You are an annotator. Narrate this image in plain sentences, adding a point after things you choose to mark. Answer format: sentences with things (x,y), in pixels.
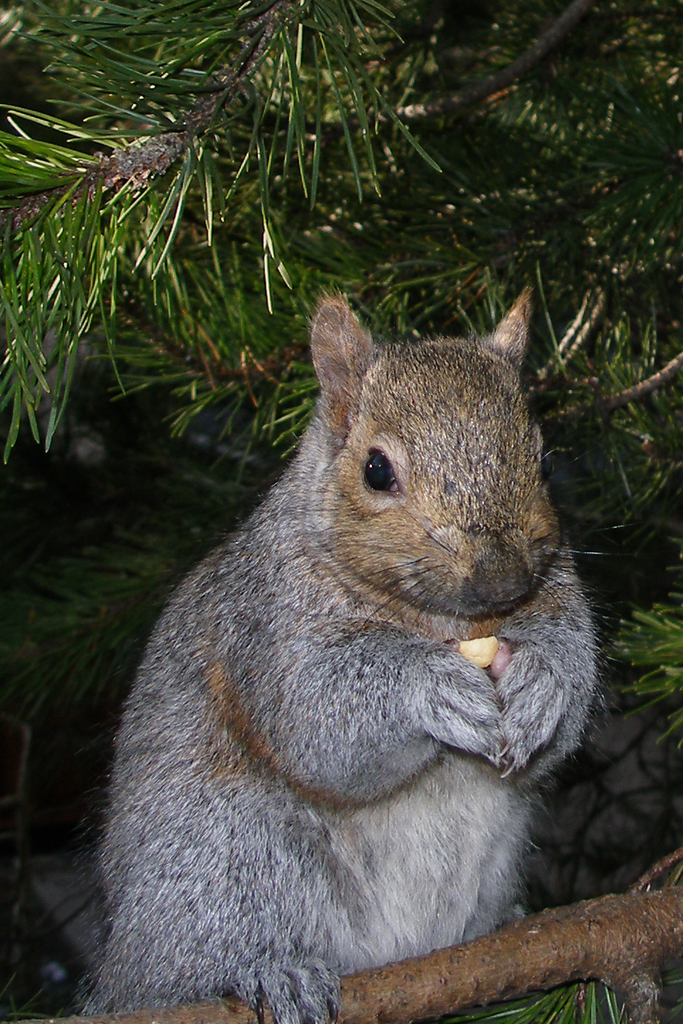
In this picture I can see a squirrel (423,688) is holding something. In the background (342,214) I can see a tree (390,262).
